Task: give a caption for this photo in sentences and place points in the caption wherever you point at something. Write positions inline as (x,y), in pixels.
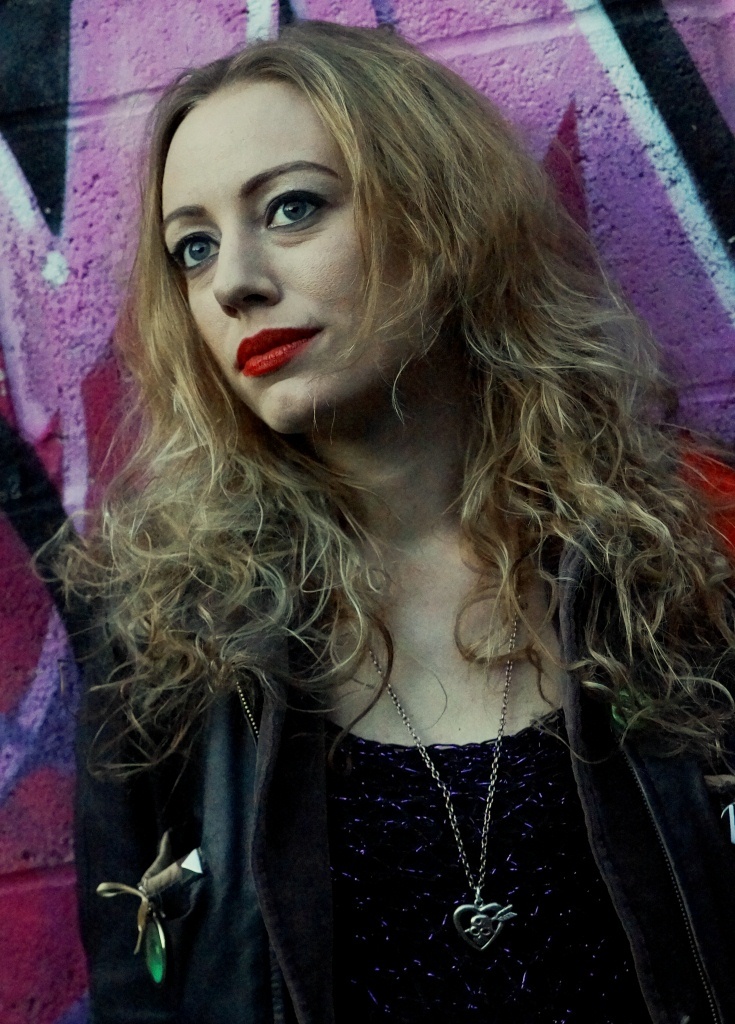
In the picture we can see a woman (279,886) she in a black dress (585,954) and necklace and behind her we can see a wall (332,13) which is with pink color painting (110,310).
